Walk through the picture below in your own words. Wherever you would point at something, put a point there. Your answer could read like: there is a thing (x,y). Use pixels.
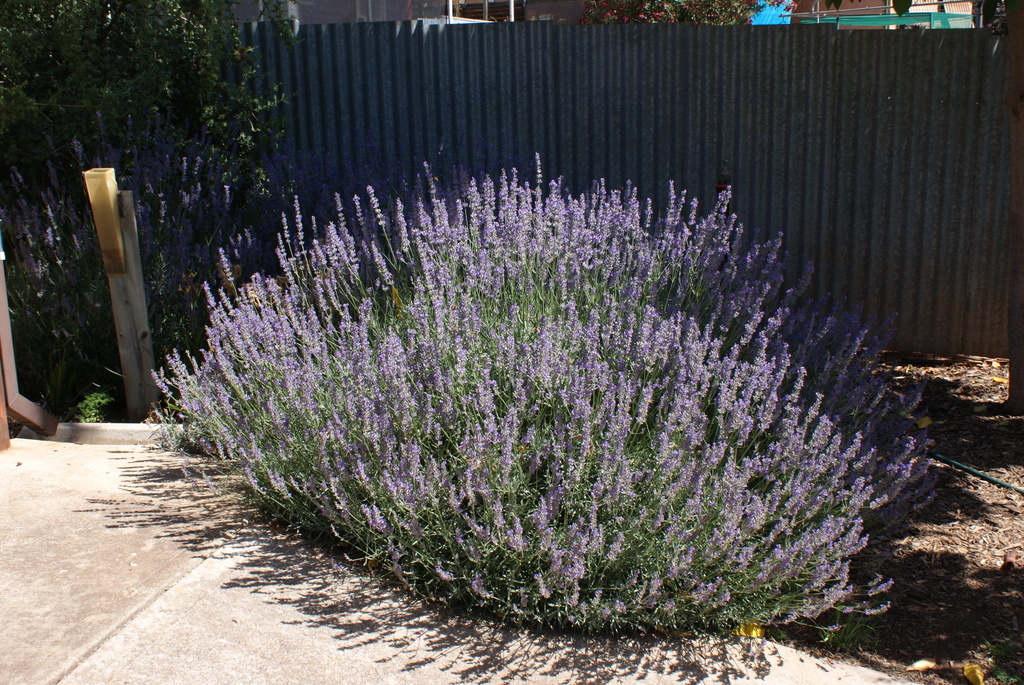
This picture shows a plant (352,548) with flowers (638,244) and we see a tree (254,108) on the side and a metal fence (803,250) and we see couple of buildings (564,11).
